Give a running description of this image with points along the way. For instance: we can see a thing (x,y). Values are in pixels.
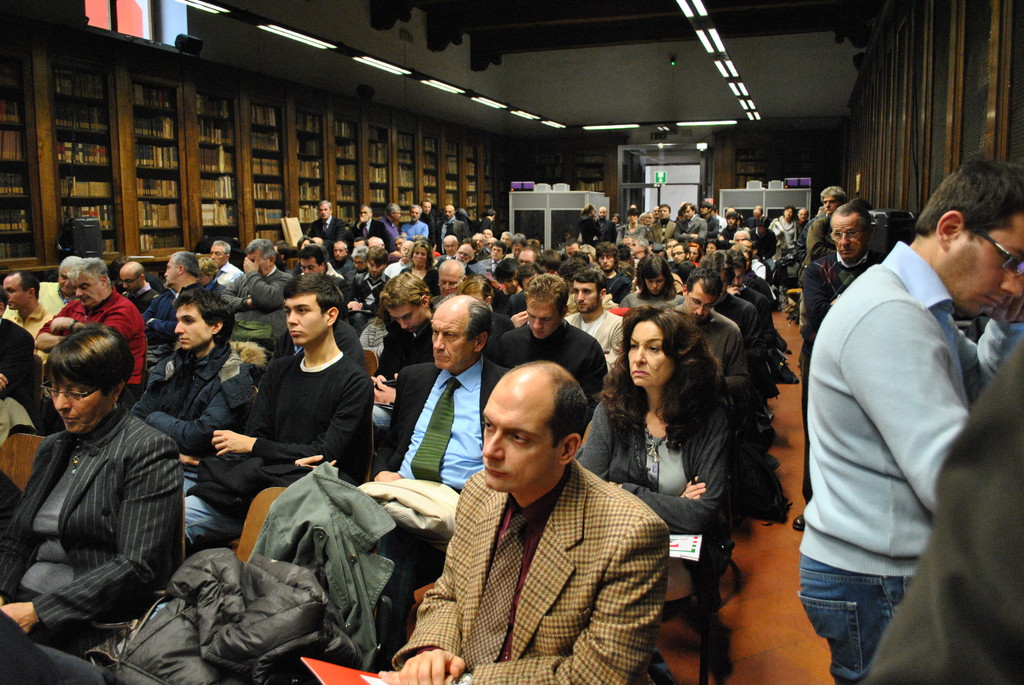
This picture is clicked inside the hall (686,684). In the center (584,418) we can see the group of persons (519,382) sitting on the chairs (242,533) and we can see there are some objects (347,557). On the right (881,260) we can see the group of persons (873,275) standing. At the top (570,18) there is a roof (575,30), ceiling lights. In the background (393,141) we can see the cabinets (243,161) containing books (216,196) and we can see the door (655,180) and many other objects (528,184).
